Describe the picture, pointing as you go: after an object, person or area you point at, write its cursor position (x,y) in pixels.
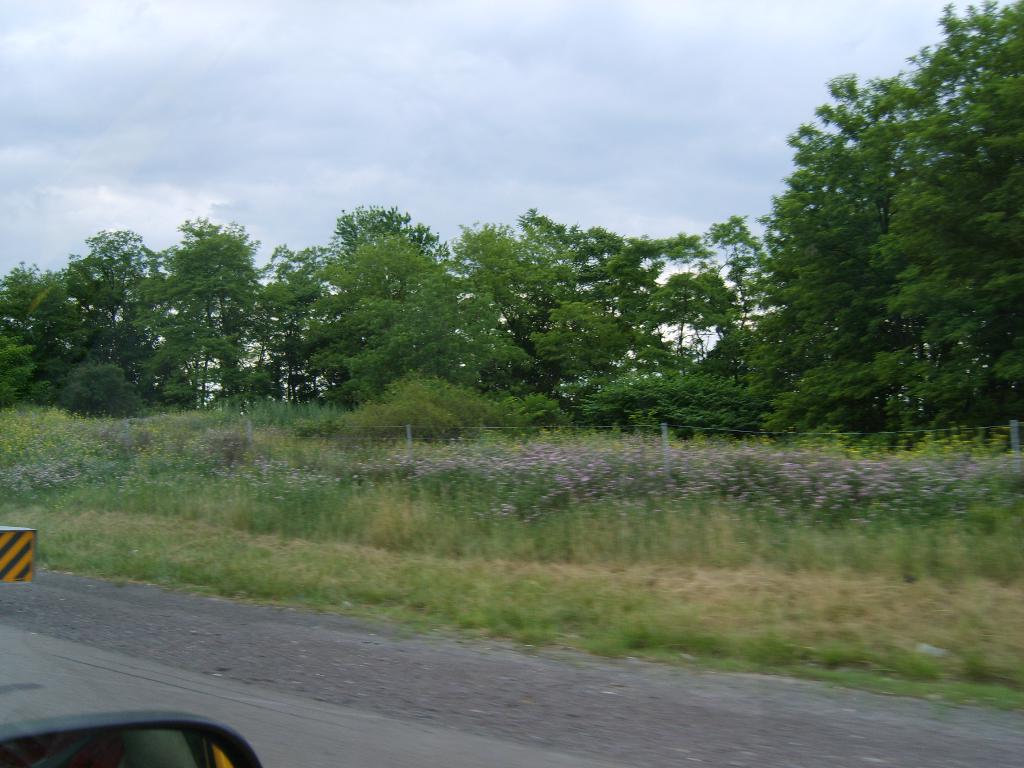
In this image I can see the road (510,710), background (319,429) I can see the fencing (401,431), few plants (507,396) and trees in green color and the sky (407,102) is in white and blue color. In front (6,540) I can see the mirror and some object (19,564) in black and yellow color.
